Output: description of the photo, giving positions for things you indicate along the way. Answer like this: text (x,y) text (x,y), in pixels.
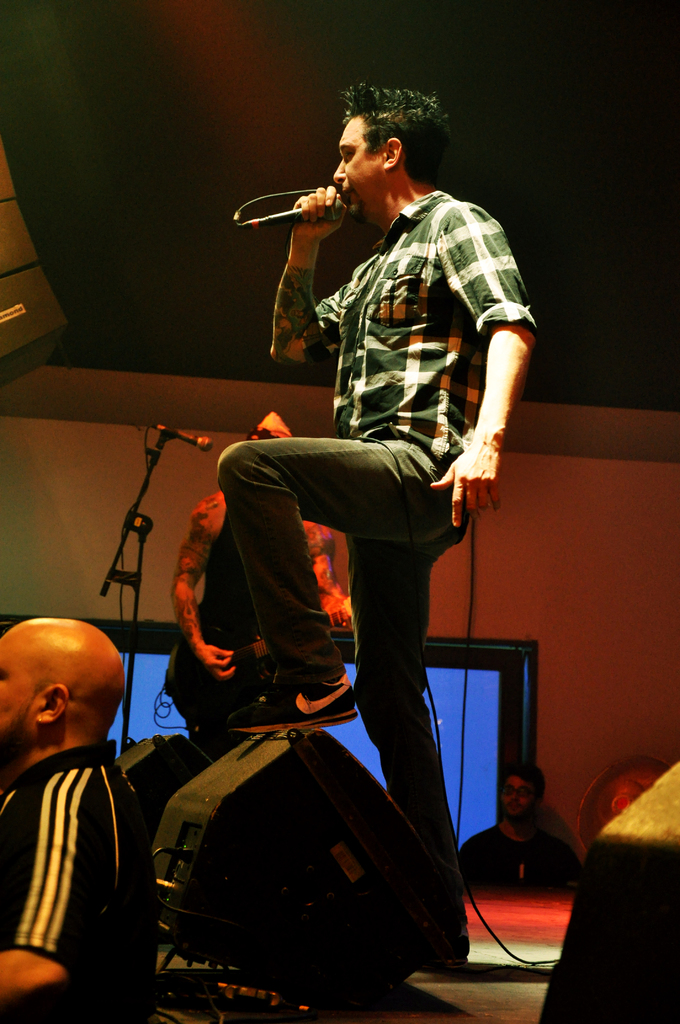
In this image there is a person (356,590) standing on the stage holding a microphone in his hand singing and at the left side of the image (108,643) there is a person (76,816) standing on the floor (163,957).
